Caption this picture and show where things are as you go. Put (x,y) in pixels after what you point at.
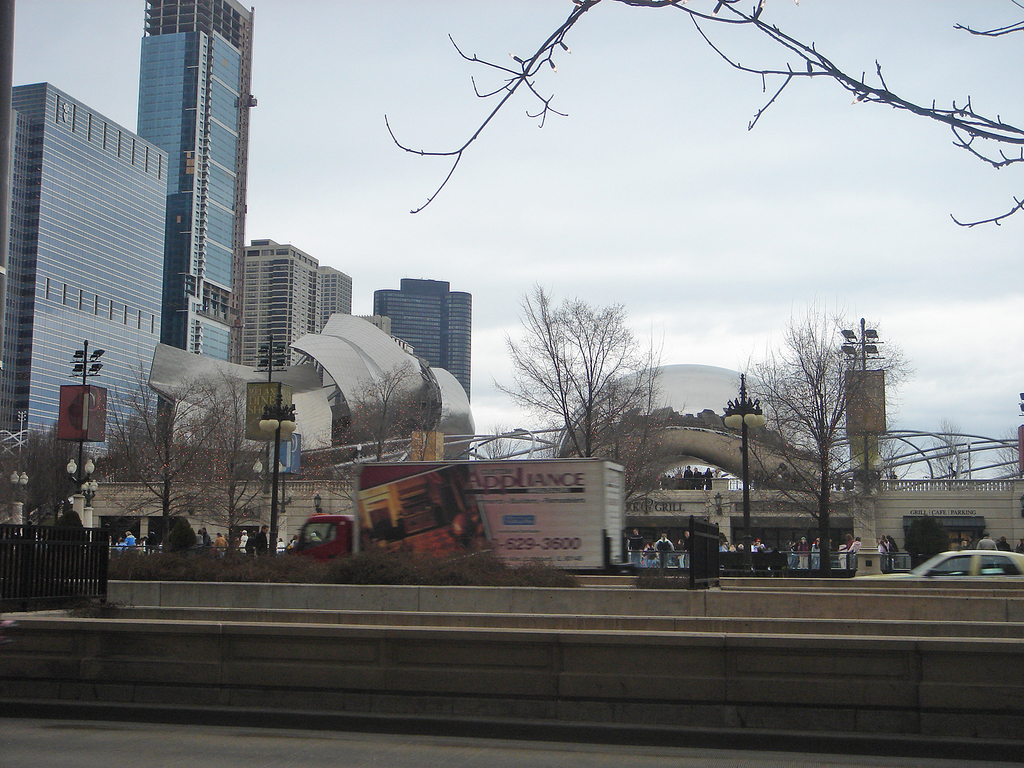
In this image I can see few vehicles (428,501) on the road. To the side of the vehicles (316,516) I can see many trees (379,419) and few people (807,546) with different color dresses (633,551). I can also see the light poles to the side. In the background (206,321) there are many buildings (359,344) and the sky (496,187) which is in blue color. To left (68,597) I can see the railing (62,578).
